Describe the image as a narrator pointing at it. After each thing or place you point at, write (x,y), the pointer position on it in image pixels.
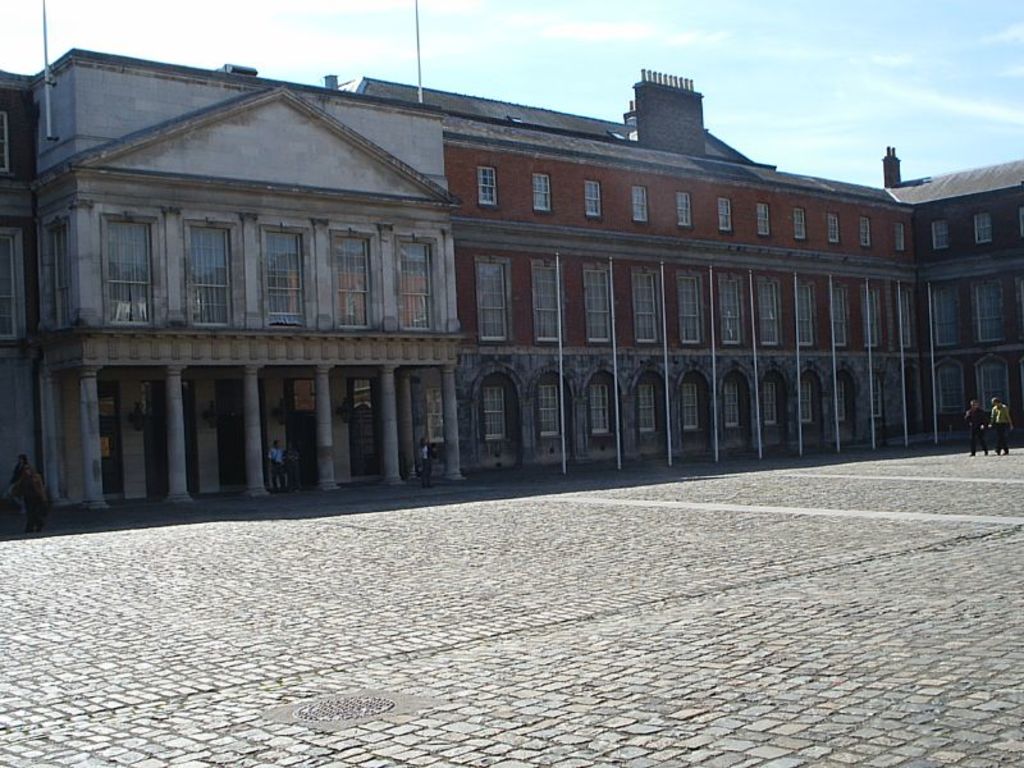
In this picture we can see some people (33,490) on the ground (548,570), building (373,261) with windows (123,293), pillars (81,415), poles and in the background (621,67) we can see the sky (480,44).
